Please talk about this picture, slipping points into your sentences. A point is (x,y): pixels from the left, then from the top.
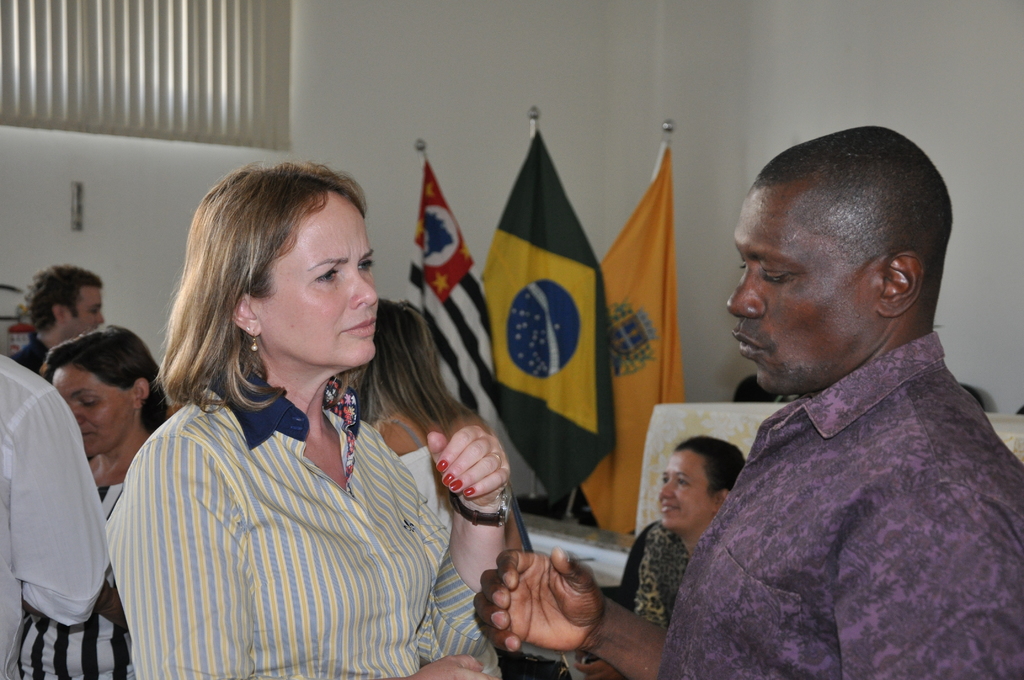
2 people (314,402) are standing and talking to each other. Behind them there are other people (45,547), flags (557,278) and white wall (539,97).
